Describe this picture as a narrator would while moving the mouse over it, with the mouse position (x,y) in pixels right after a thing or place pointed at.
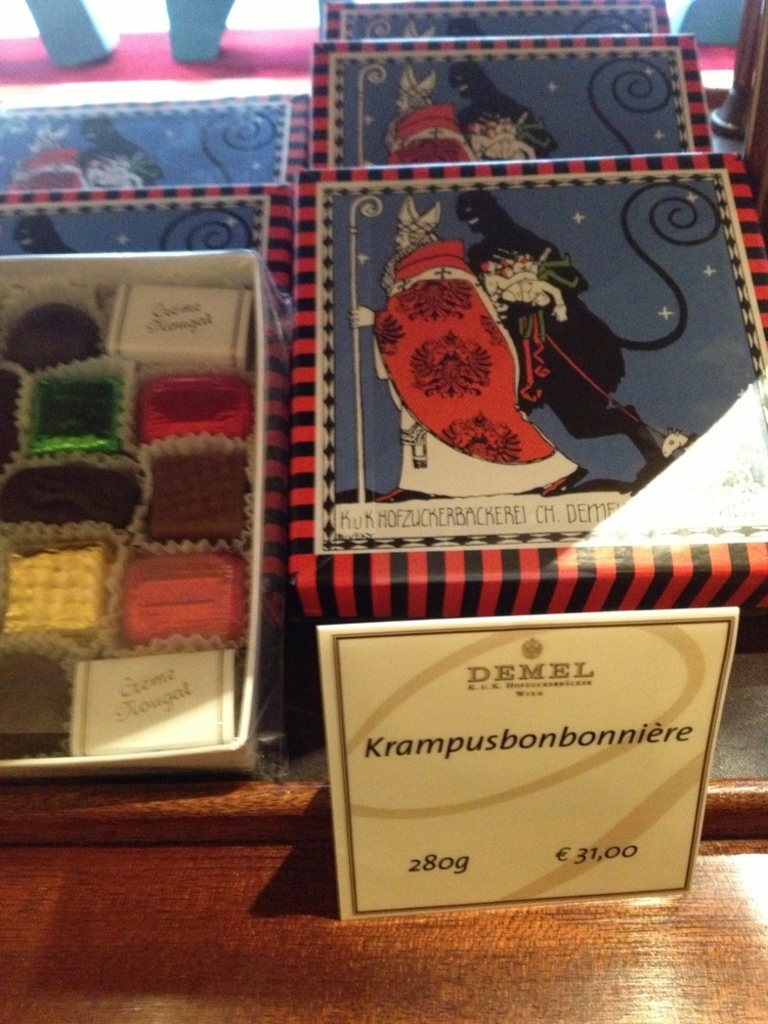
This image is taken indoors. At the bottom of the image (192,923) there is a table (196,823). In the middle of the image (443,675) there is a board (490,762) with a text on it. On the left side of the image (160,280) there are a few boxes (178,128) and there are a few sweets (103,681) in the box (113,651). On the right side of the image (516,133) there are three boxes (528,167) on the table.
